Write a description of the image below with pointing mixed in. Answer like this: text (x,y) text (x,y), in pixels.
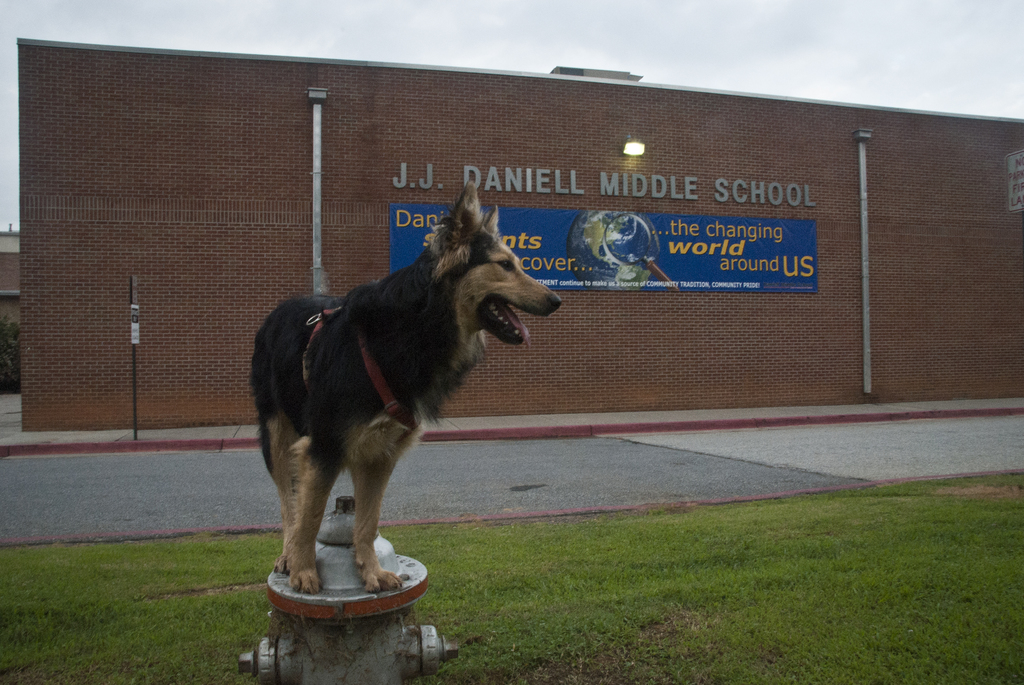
In the picture i can see a dog (339,434) which is in brown and black color standing on fire hydrant (342,602), there is some grass (558,587) and in the background (503,410) i can see a wall (372,268) to which a board (594,282) is attached, there is light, some poles (861,219) and top of the picture (629,28) there is cloudy sky (691,49).
